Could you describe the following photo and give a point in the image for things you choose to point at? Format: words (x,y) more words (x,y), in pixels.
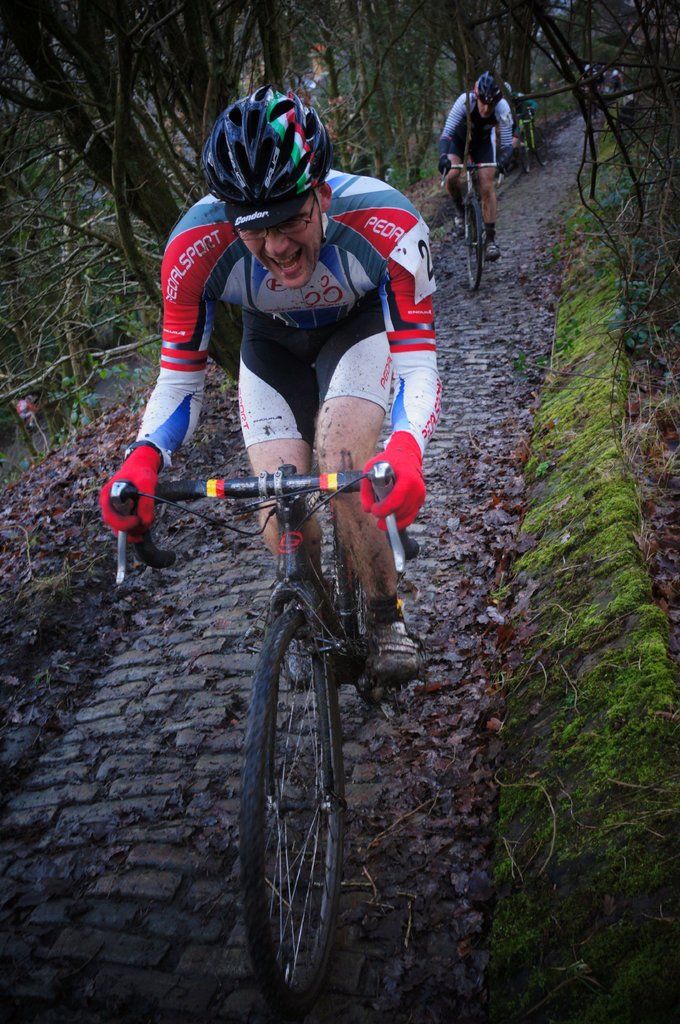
In this image we can see two men (355,550) wearing helmets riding bicycles (336,570) on the ground (412,725). We can also see some trees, grass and some dried leaves (490,592) on the ground (413,597).
